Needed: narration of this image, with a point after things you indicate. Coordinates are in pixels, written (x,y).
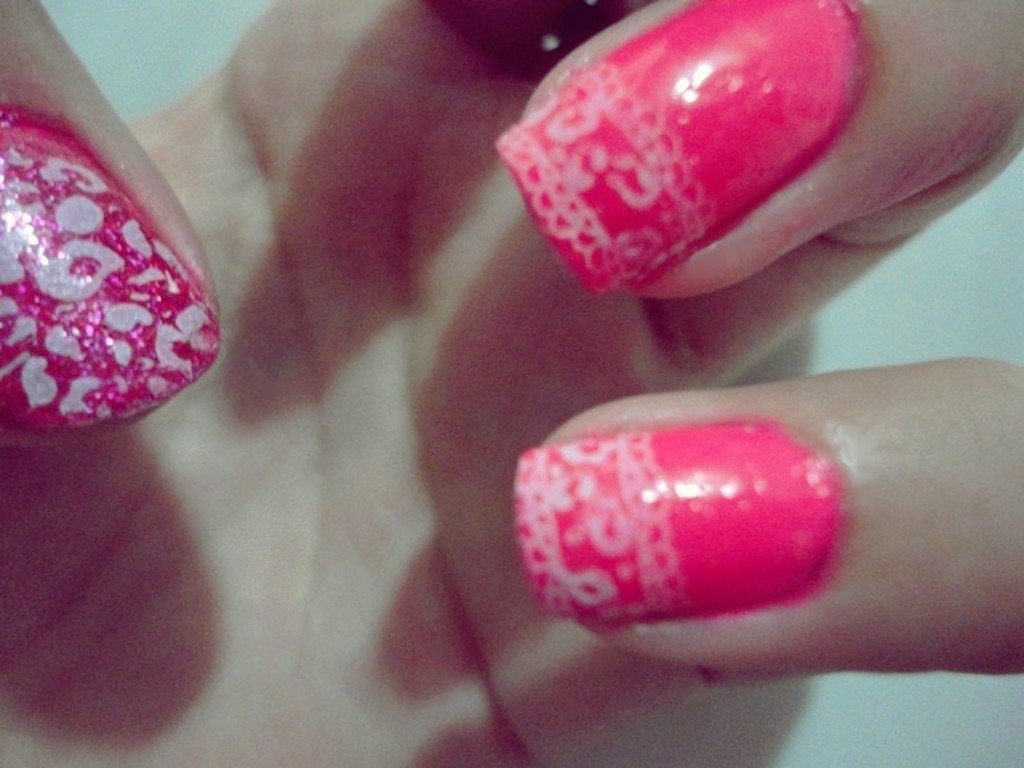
In this image I can see hand (654,248) of a person (674,425). I can also see pink colour nail paint (562,175) on these nails (674,54).
